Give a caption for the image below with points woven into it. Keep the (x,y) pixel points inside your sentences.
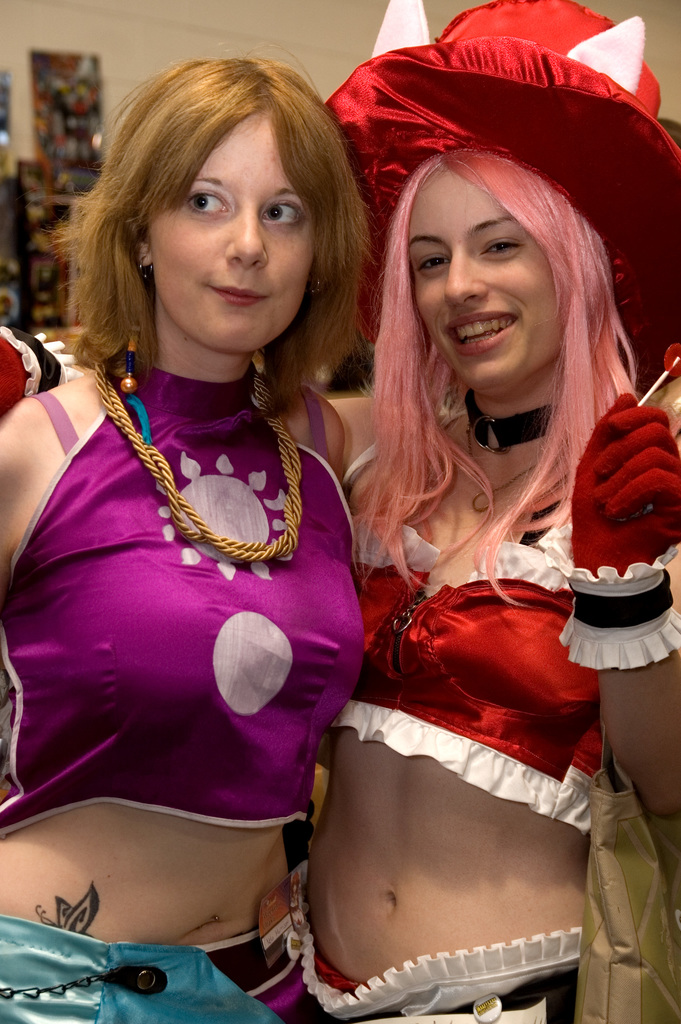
In this image, we can see people (297,553) wearing costumes (560,590) and one of them is holding an object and wearing a bag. In the background (137,50), there is a wall (117,45) and we can see some boards (55,105).
